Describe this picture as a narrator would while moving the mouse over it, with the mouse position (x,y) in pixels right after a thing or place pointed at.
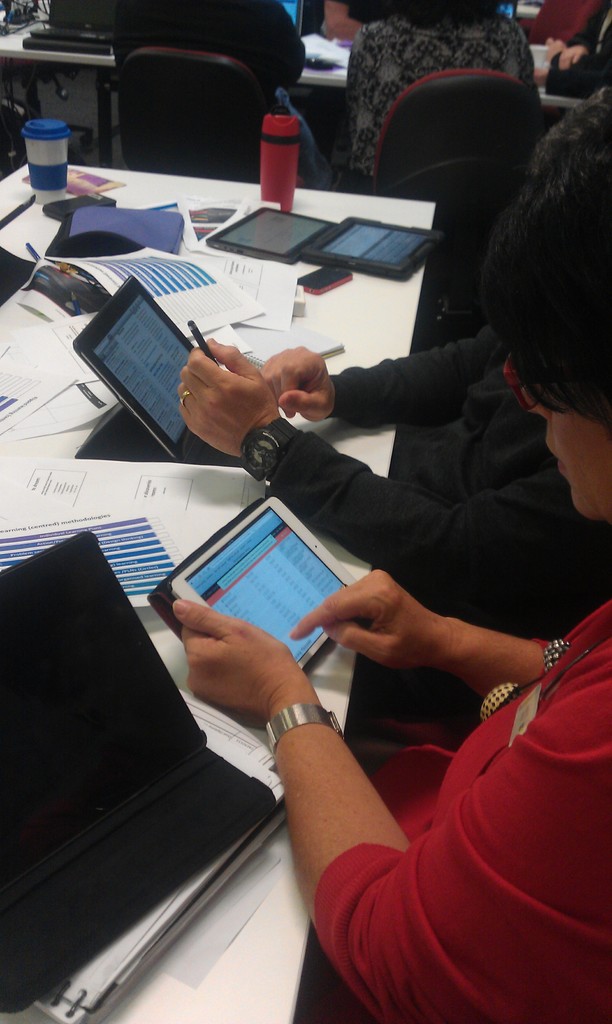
In this picture I can see I pads (147,395), papers (10,501), books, mobile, bottle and some other objects (25,268) on the tables (45,220), there are group of people (590,65) sitting on the chairs (385,161).
